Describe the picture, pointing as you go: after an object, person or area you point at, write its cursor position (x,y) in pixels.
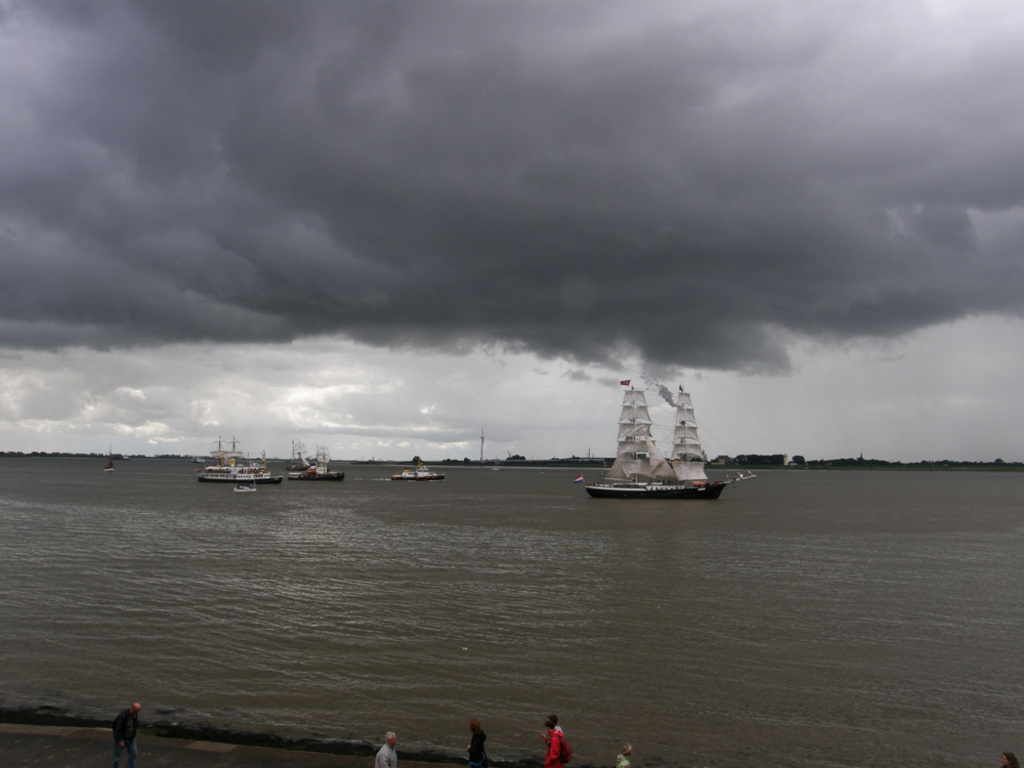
At the bottom of the image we can find group of people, in the background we can see few ships (214,464) on the water (482,482), and also we can see clouds (416,287).
